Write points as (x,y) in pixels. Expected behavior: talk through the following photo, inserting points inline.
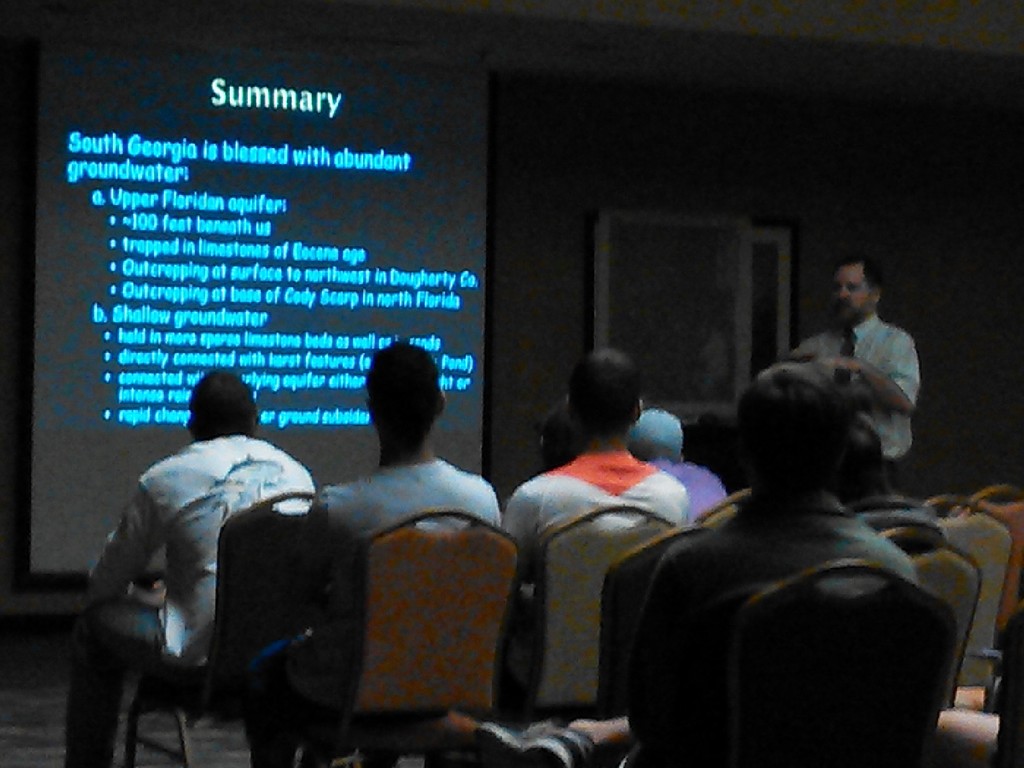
In the picture I can see some people (531,519) are sitting in the chairs (250,548) and one person (840,300) is standing and talking, in front there is a display (235,259) on the board (63,369).
